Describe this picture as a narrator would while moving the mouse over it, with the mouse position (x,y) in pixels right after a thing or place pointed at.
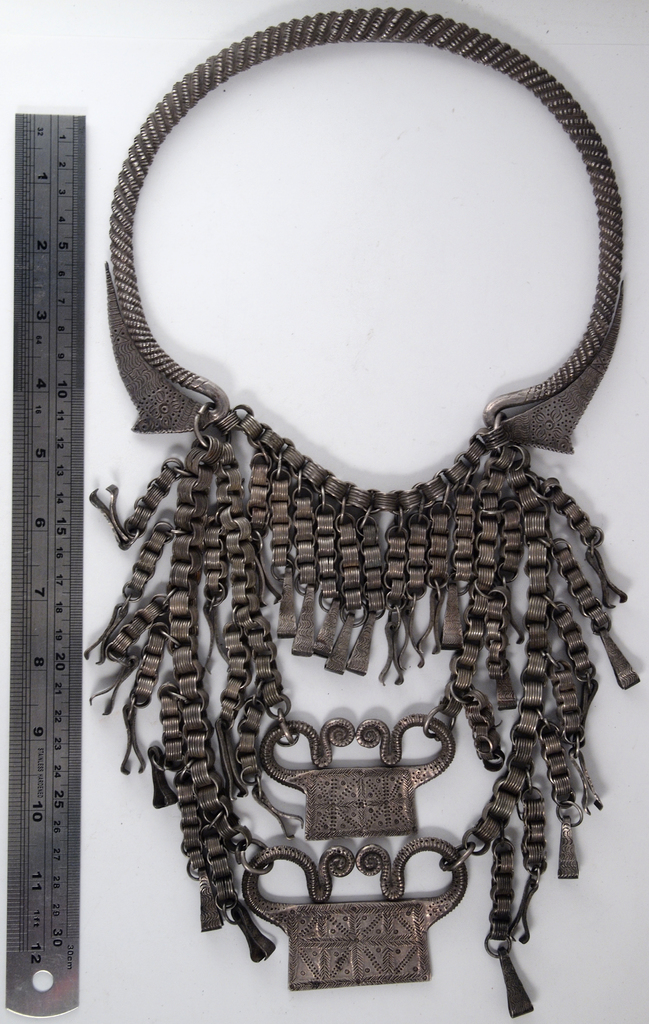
In the image there is a scale (58,404) and beside the scale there is some ornament (290,595).
